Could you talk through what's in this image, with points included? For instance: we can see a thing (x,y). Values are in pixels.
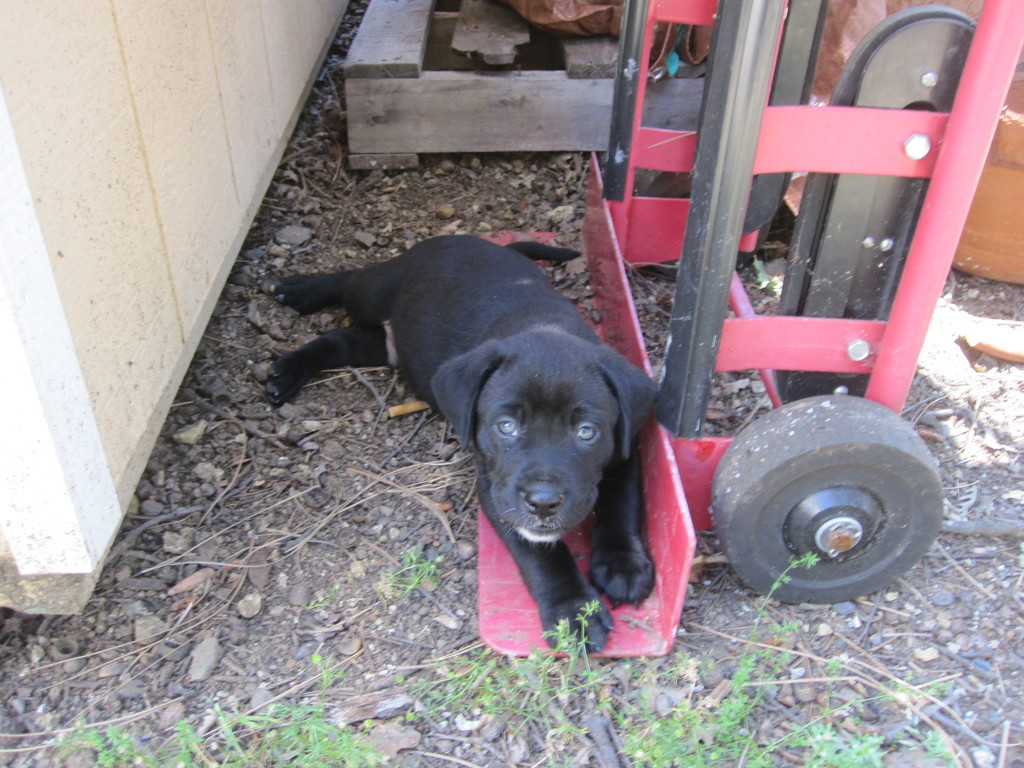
In this image there is a dog (326,293) lying on the land (420,463) having few plants (149,759) on it. Beside the dog (557,362) there is a machine (862,379). Top of the image (593,129) there are few wooden planks (437,144) on the land (130,539). Left side (289,57) there is a wall (316,66).
